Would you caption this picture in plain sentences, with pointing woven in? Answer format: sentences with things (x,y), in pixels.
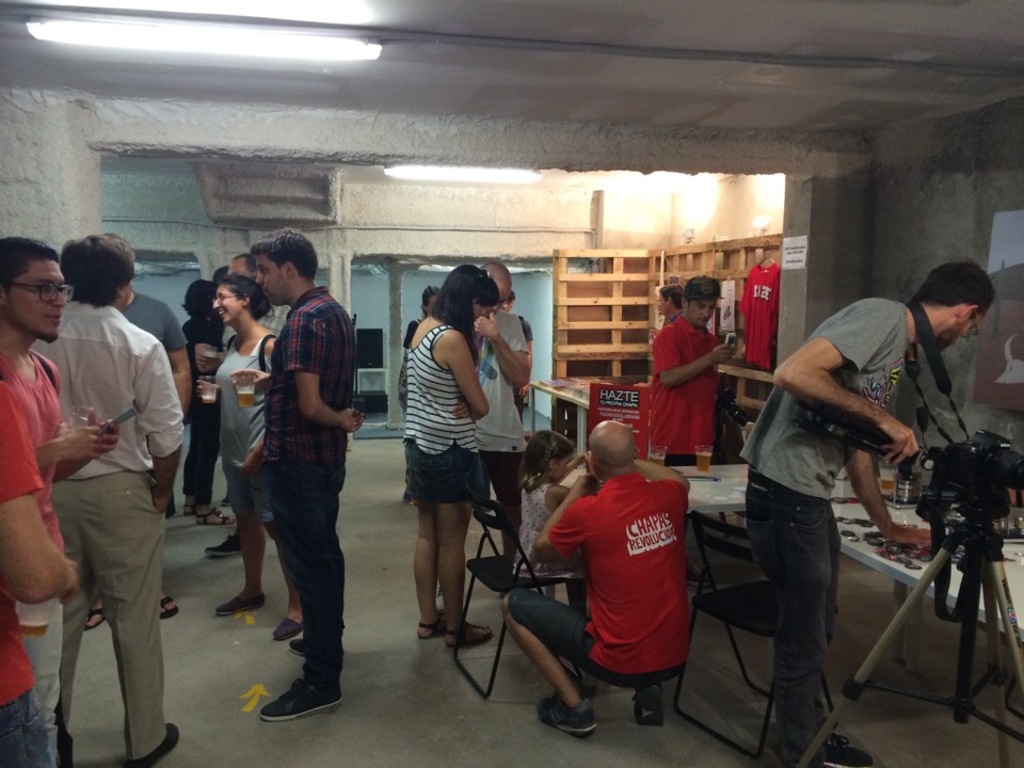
In this image, on the left (150,336), we can see some people (183,379) standing and holding glasses (251,392) in their hands (236,380) and on the right (882,502), there is a man (813,460) standing and we can see a camera (960,496). In the center of the image (535,488), we can see a girl (537,528) sitting on the chair (515,579) and in the background (230,119), we can see a wall (808,144) and at the top (475,175), there is light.
